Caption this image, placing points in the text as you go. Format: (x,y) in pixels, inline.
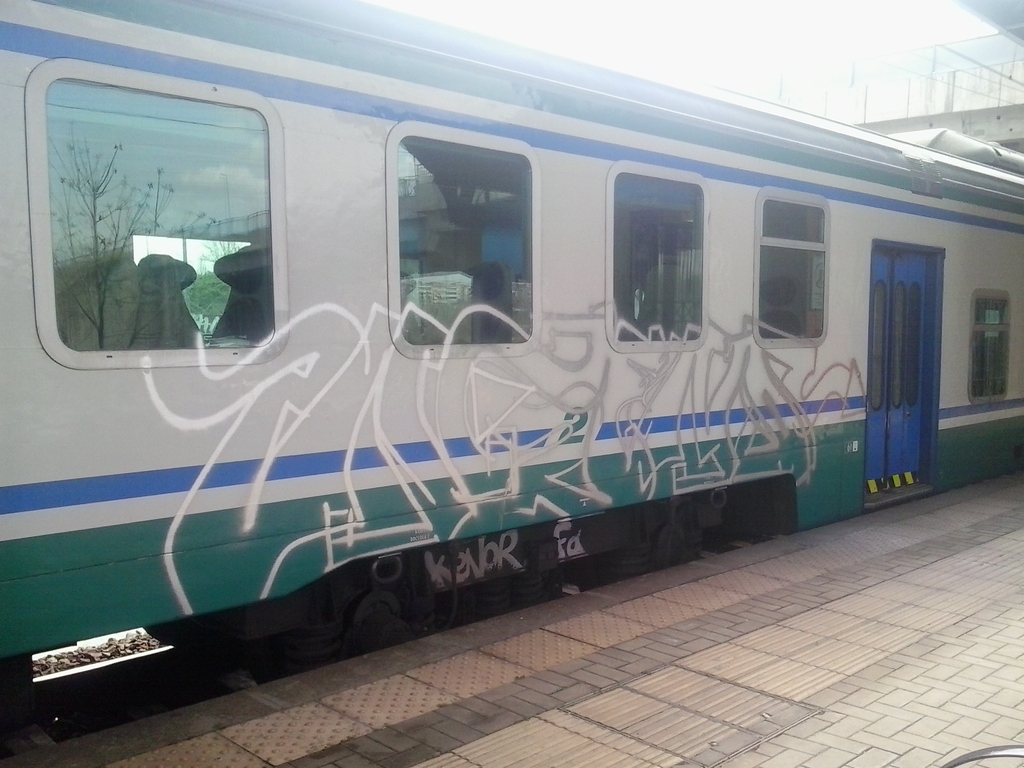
In this image I can see a train (624,203) along with the doors (884,321) and windows (649,231). At the bottom of the image (529,726) there is a platform (761,683). On the right top of the image (958,85) there is a bridge (950,89).
